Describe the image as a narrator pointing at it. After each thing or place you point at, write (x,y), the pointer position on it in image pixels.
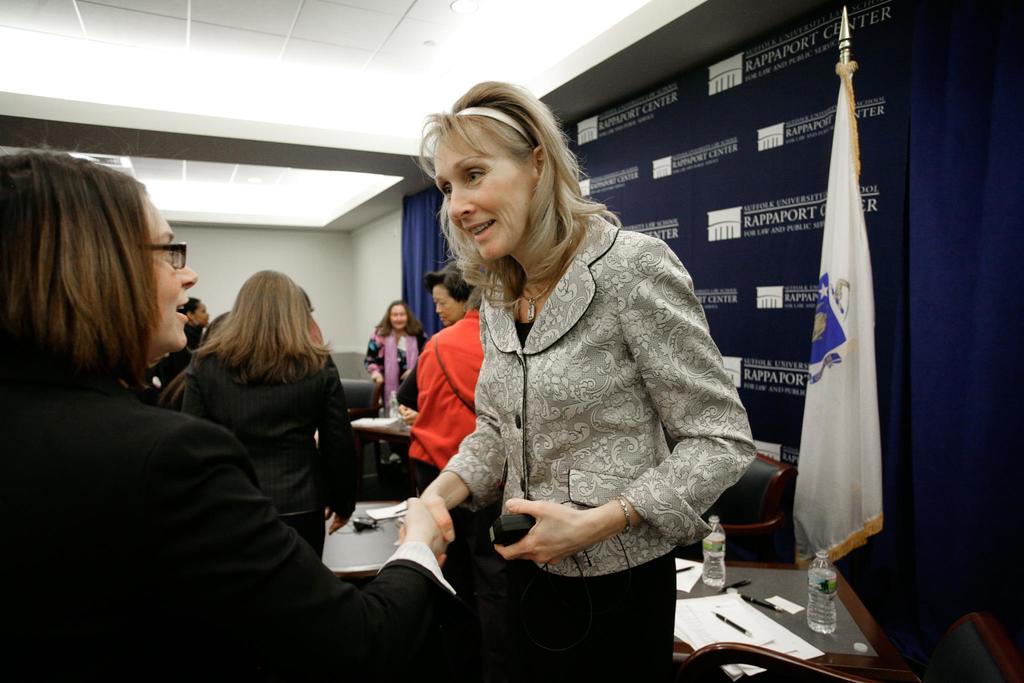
In this picture I can see group of women (245,457) among them the woman (237,474) in the front (470,442) are giving shake hands (444,524) to each other. In the background (352,275) I can see white color wall (339,272) and ceiling (248,185). On the right side (869,340) I can see flag (825,510), table (797,622) on which I can see bottles (810,606), pen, papers (754,630) and other objects (770,601) on it.
